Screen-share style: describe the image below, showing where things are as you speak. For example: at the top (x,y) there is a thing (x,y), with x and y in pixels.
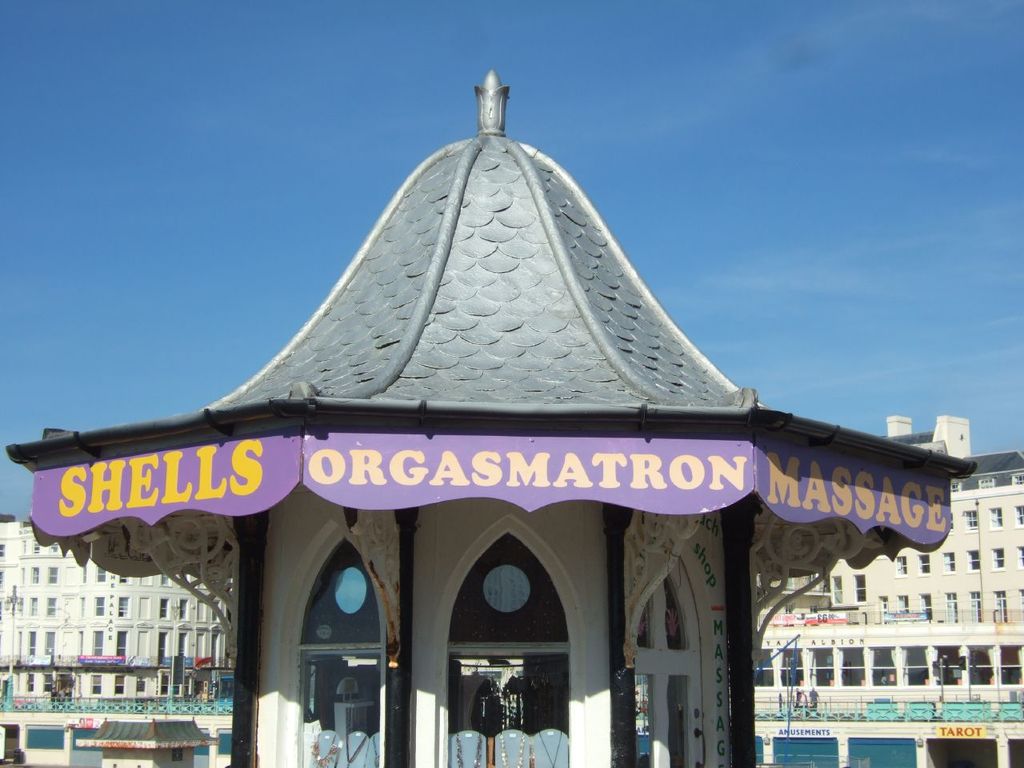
In this image I can see the store (302,729). In the background (895,614) I can see few buildings (902,600) and few boards (895,614) attached to the buildings (986,633), and the sky (753,101) is in blue color.
